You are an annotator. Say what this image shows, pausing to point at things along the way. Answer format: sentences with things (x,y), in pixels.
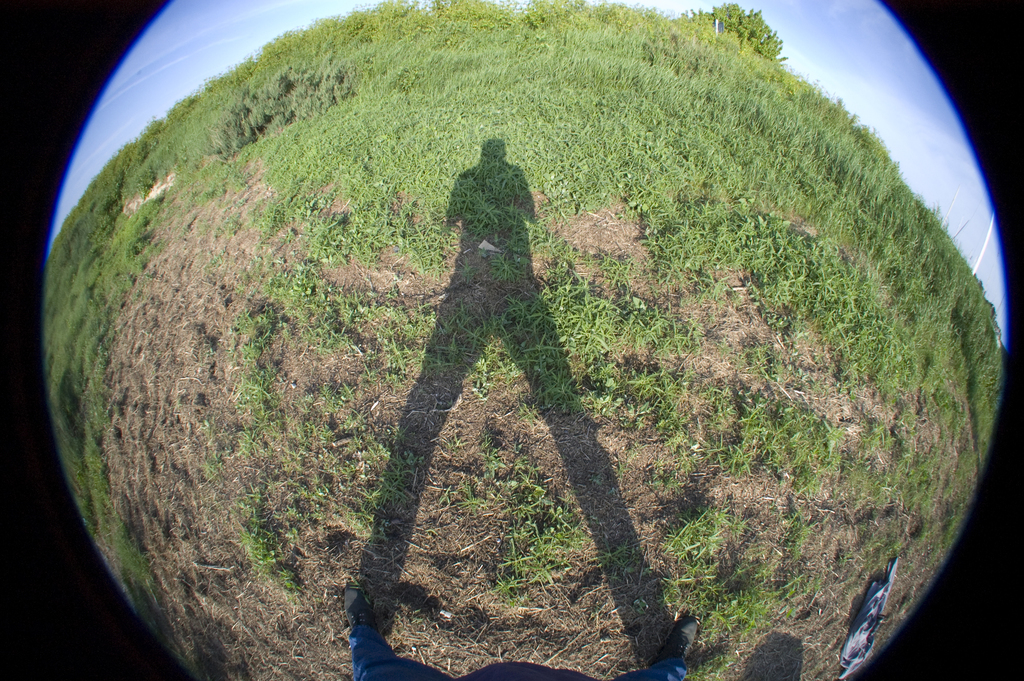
This is a convex image, in this we can see a shadow (485,252) of a person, grass (169,157) and sky (188,84).
